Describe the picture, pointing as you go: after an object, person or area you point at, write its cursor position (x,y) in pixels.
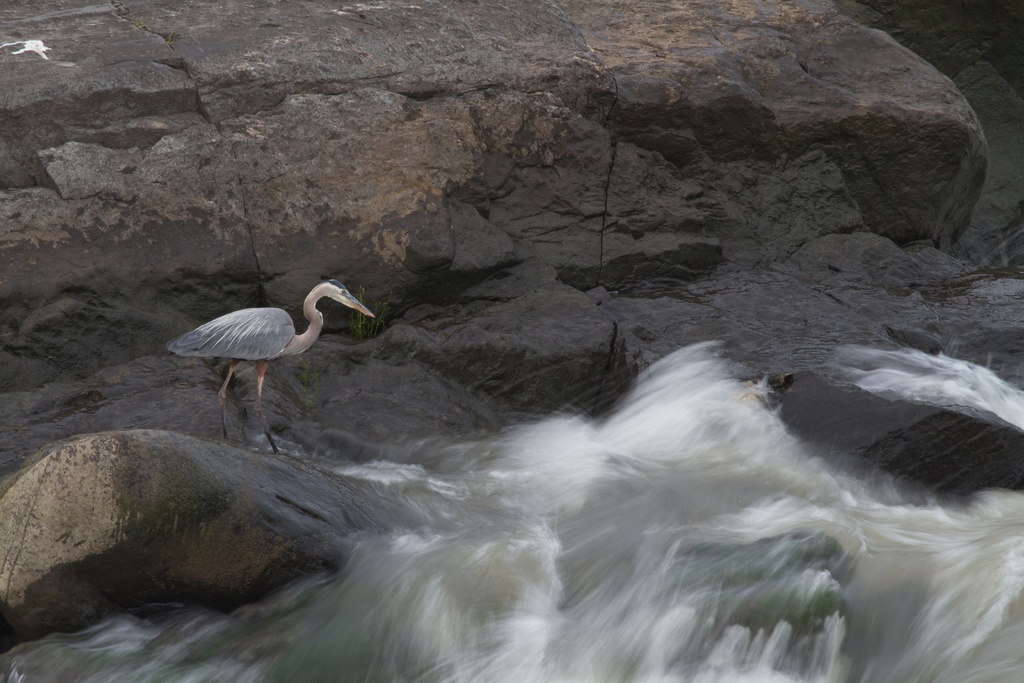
In this image I can see a bird (267,339) which is black, white and cream in color is standing on a rock (240,388). I can see some water (630,541) and a huge rock surface (484,155).
